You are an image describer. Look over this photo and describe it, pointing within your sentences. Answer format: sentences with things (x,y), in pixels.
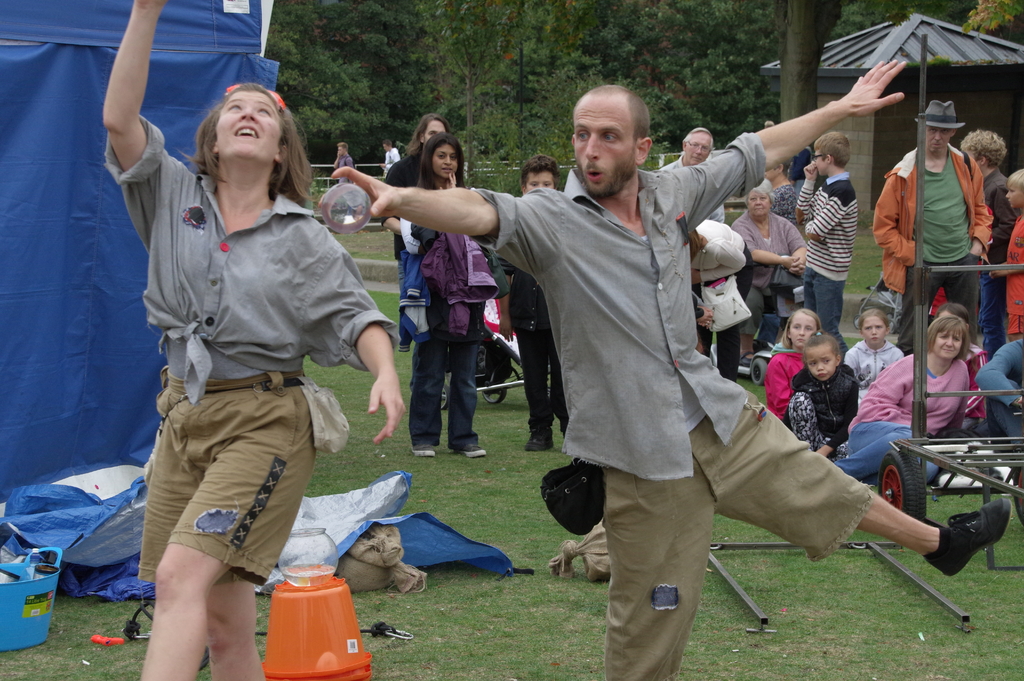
In this image, I can see the man (698,528) and woman (176,472) dancing. There are few people (808,382) sitting and few people (844,265) standing. This looks like a tent (71,109), which is blue in color. I can see a bucket (321,637), basket (45,629) and few other things (508,568) on the grass (500,631). On the right side of the image (911,487), that looks like a wheel cart (926,460). I think this is a shelter (883,55). These are the trees (599,61). Here is the grass (486,620).
